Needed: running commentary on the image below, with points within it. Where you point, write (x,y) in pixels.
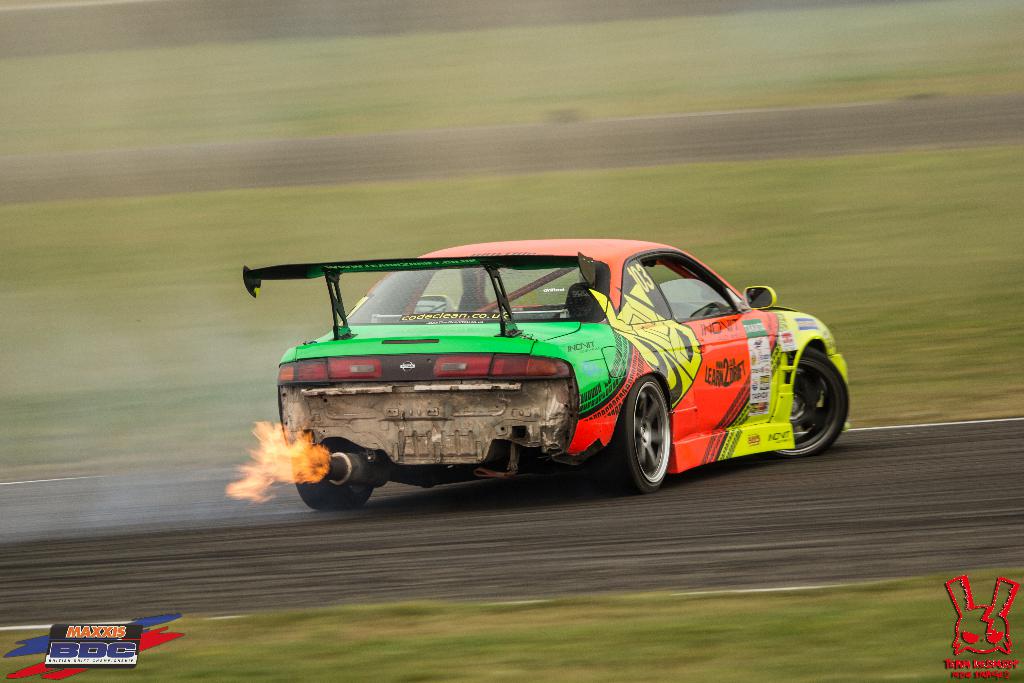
In this image I can see the colorful vehicle (528,392) on the road (548,516). On both sides of the road (677,546) I can see the grass (493,621).
